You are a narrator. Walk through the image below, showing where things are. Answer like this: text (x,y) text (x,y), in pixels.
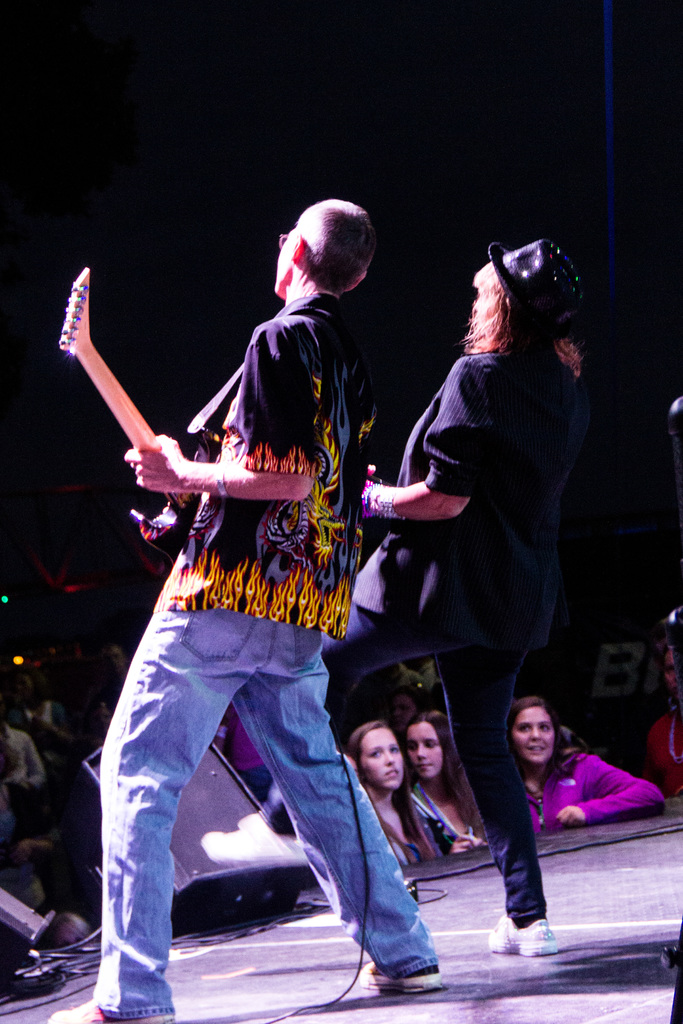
In this picture there is a man (355,516) and woman (361,648) playing the guitar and the audience (20,783) in front of them.
